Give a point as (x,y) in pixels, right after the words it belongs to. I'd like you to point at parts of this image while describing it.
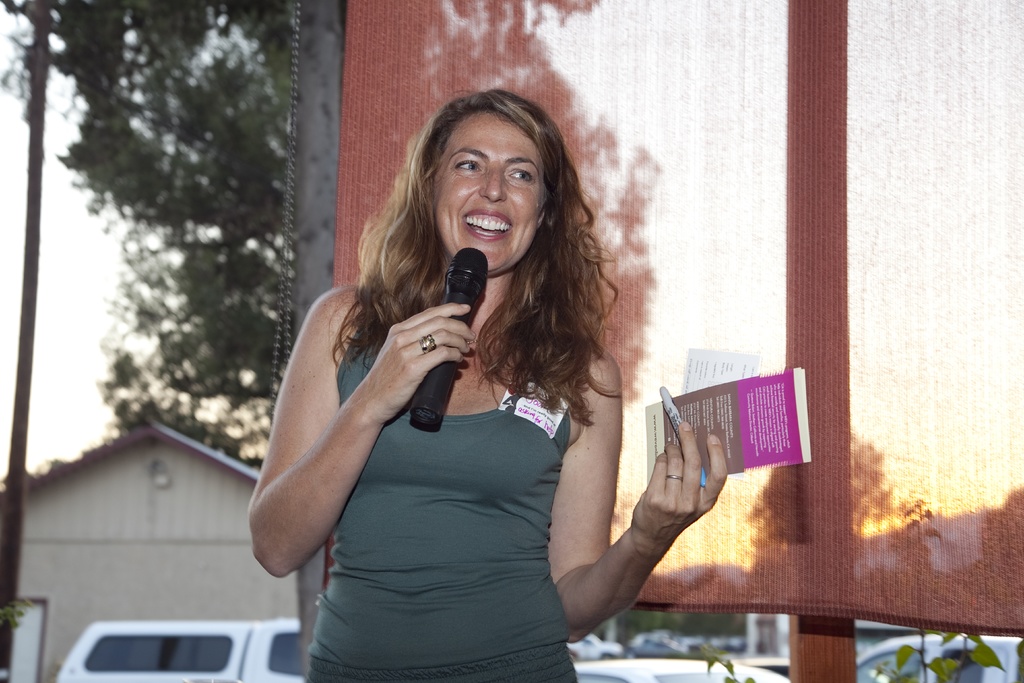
In the image we can see there is a woman (429,355) who is standing and holding mic (434,368) in her hand (428,318) and on the other hand (664,486) there is a book (682,398) and a pen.
